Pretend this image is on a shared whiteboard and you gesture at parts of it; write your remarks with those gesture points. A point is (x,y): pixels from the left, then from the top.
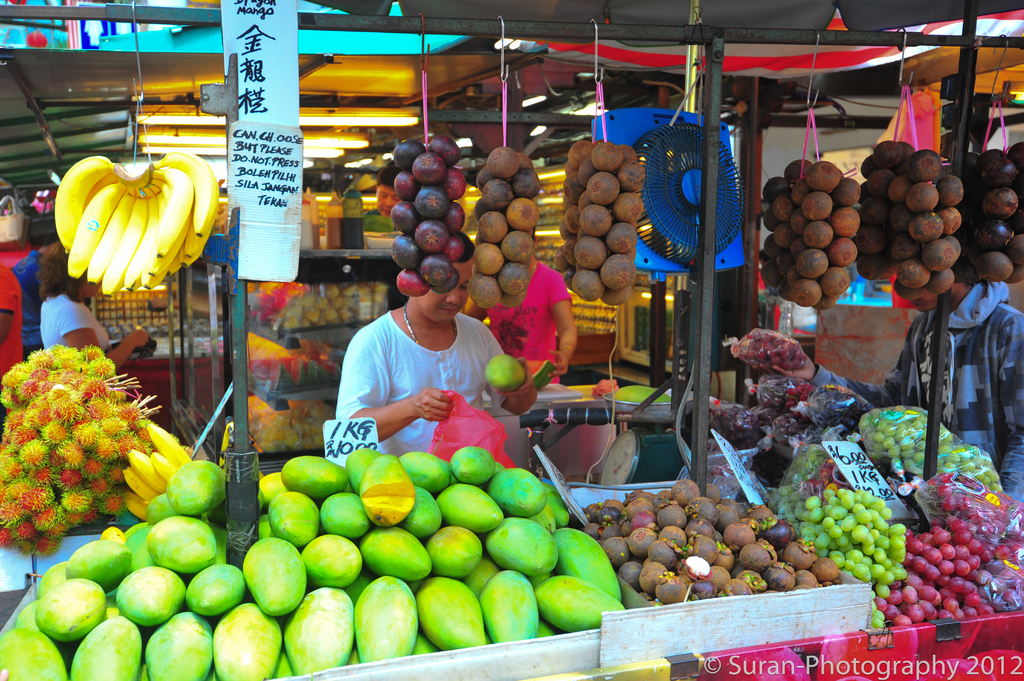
This is a fruit market (754,442). In this picture we can see fruits (954,449). We can see a person (398,368) holding a cover (449,437) and a fruit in hands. There is another person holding fruits (780,342) in a cover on the right side (757,368). There is a clipboards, cards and a fan (701,188). We can see a woman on the left side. We can see a shed (330,127). There are food items (266,315) in a glass cupboard (275,406). Few tube lights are attached to the shed (65,83). A watermark (910,670) is visible in the bottom right (889,679).
